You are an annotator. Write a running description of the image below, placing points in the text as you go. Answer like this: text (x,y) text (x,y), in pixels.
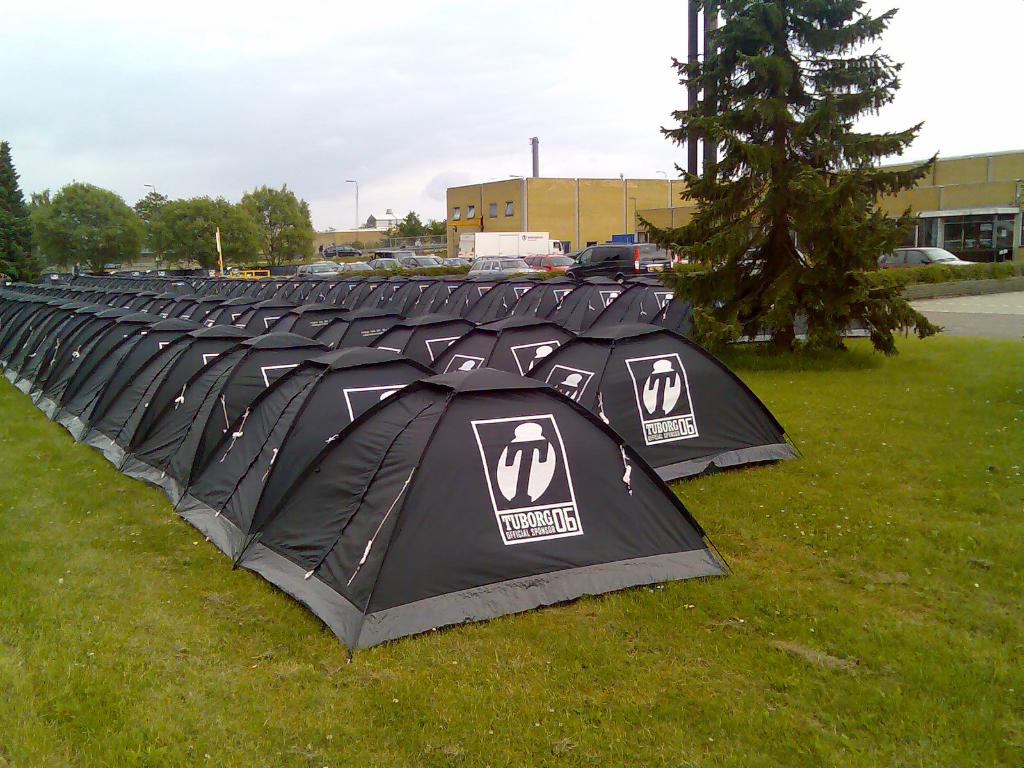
In this picture we can see tents (426,365), at the bottom (706,612) there is grass (691,612), we can see some vehicles (373,265) and plants (1010,262) in the middle (678,265), in the background (911,195) there are buildings (527,206) and trees (64,205), we can see the sky (149,163) at the top of the picture (197,25).
